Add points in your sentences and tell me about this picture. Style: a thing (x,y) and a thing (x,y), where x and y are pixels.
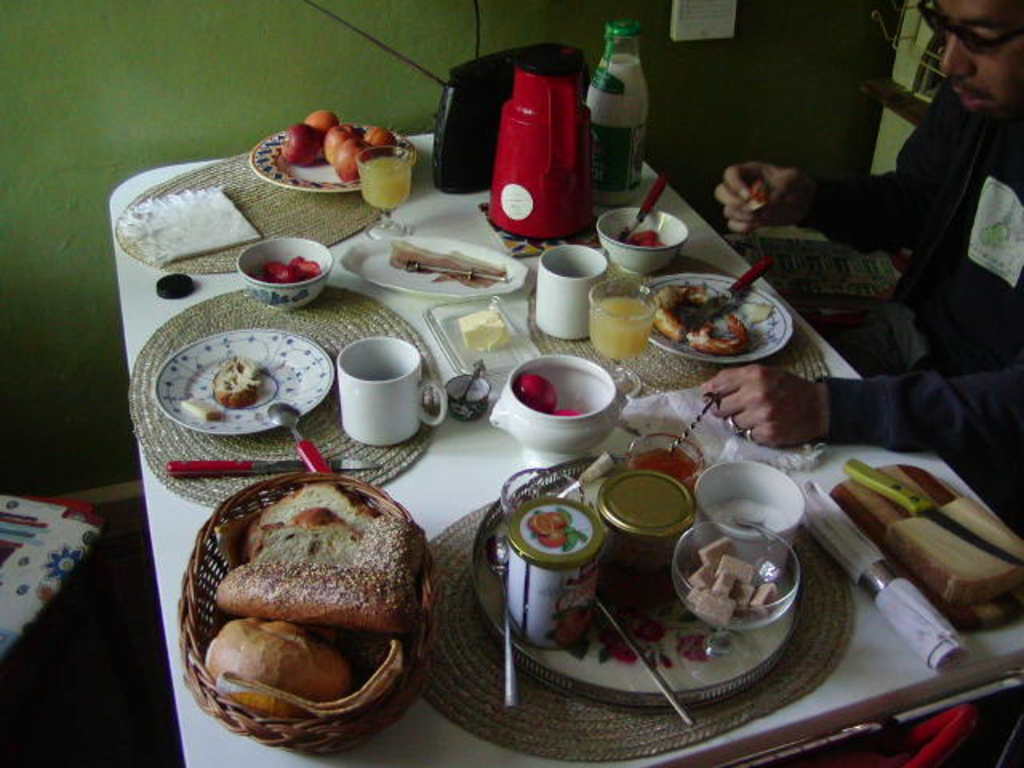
This image is clicked in a room (552,555). In the front (773,699), there is a table (154,515) in white color on which, there are baskets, food (413,246) and cups (542,300) along with bottle (607,105). To the right (1008,311), there is a man (1008,311) sitting and wearing black dress (917,403). In the background (116,150), there is a wall (75,53) in green color. To the left (56,563), there is a chair (57,550).
